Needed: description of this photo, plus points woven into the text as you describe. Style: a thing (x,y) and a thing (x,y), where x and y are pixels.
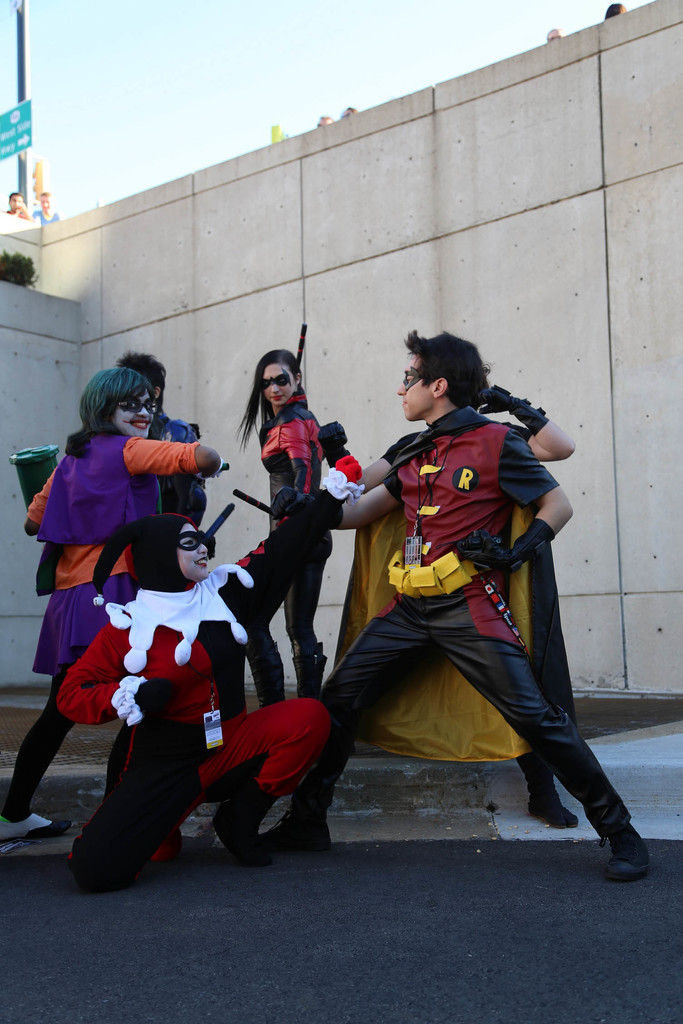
In the center of the image (350,518), we can see people (246,735) wearing costumes (296,454) and holding objects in their hands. In the background (115,264), there is a wall (273,240) and we can see a plant (24,263), board (17,117) and some other people (15,197), at the top (327,121). At the bottom (284,923), there is a road (422,905).
